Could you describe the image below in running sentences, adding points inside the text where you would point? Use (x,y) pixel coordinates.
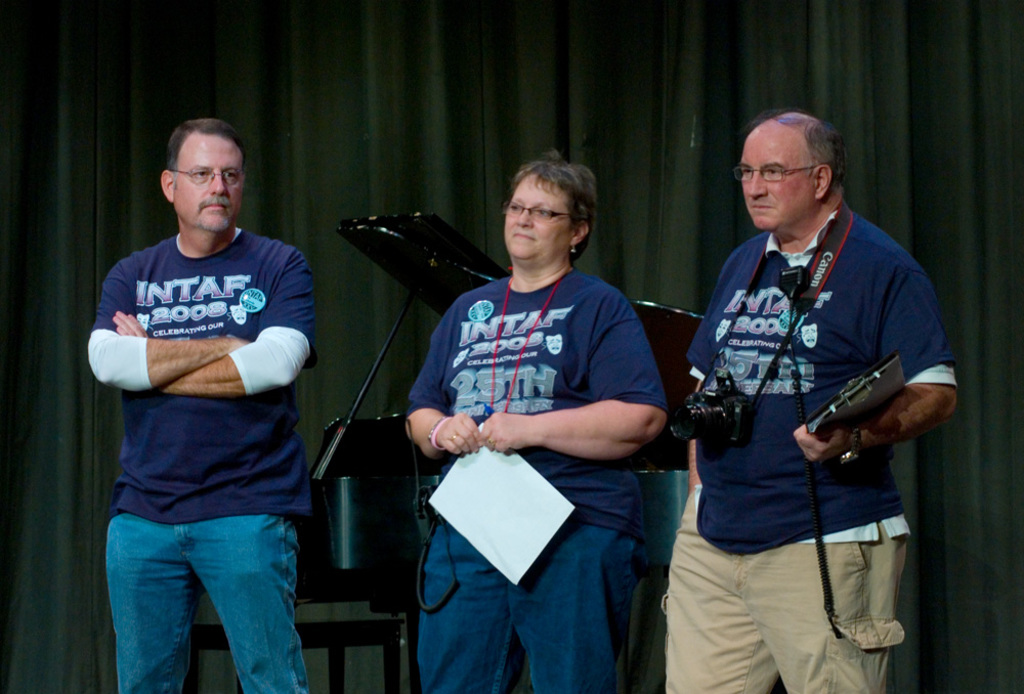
In this image there are two men (249,334) and woman (493,394) standing, they are holding an object (851,380), there is a camera (682,436), there is a musical instrument (384,543) behind the persons (616,442), there is a stool (340,646) towards the bottom of the image (327,646), at the background of the image (837,105) there is a curtain (113,112).
